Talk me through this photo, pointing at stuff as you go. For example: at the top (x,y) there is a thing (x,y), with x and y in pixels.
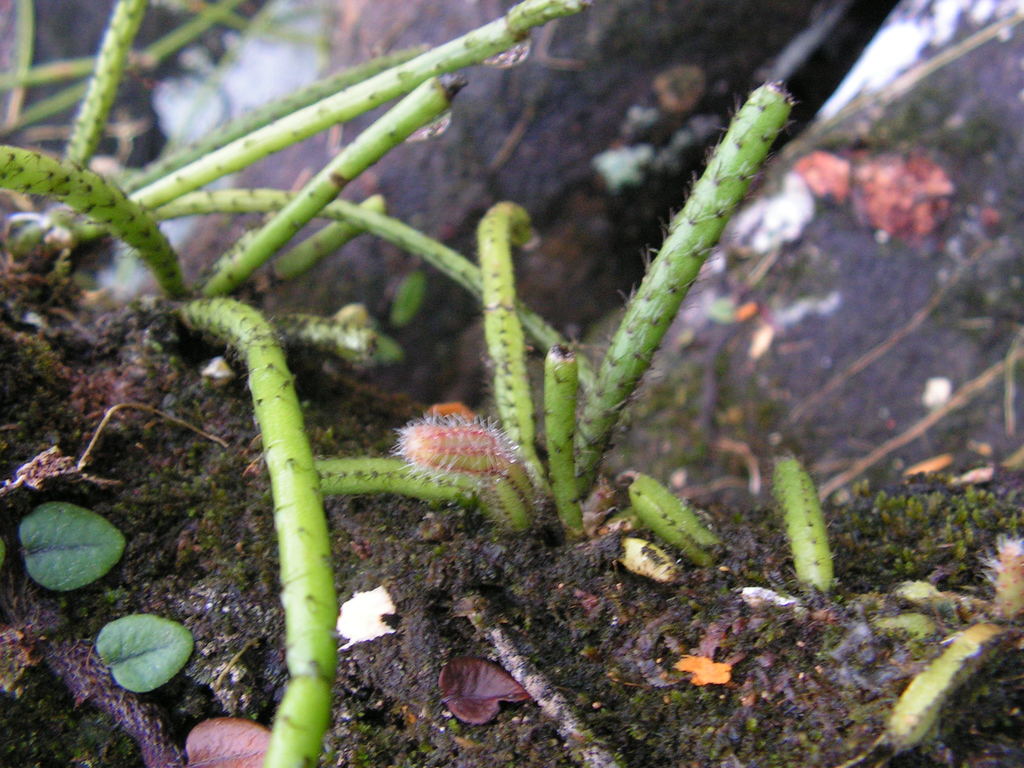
In this picture we can see few plants (203,292), leaves (96,543) and blurry background (820,233).
